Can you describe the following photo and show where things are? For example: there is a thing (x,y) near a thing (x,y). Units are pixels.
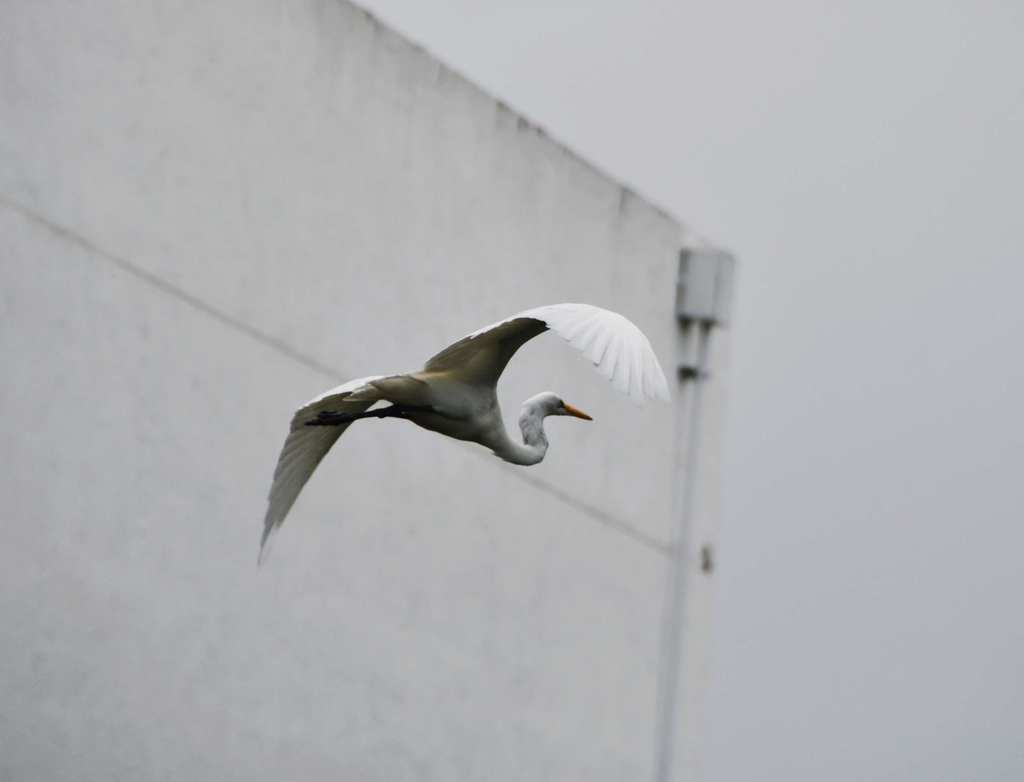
In this image I can see a bird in the air and the bird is in white color. Background (939,138) I can see the sky (736,92) in white color.
